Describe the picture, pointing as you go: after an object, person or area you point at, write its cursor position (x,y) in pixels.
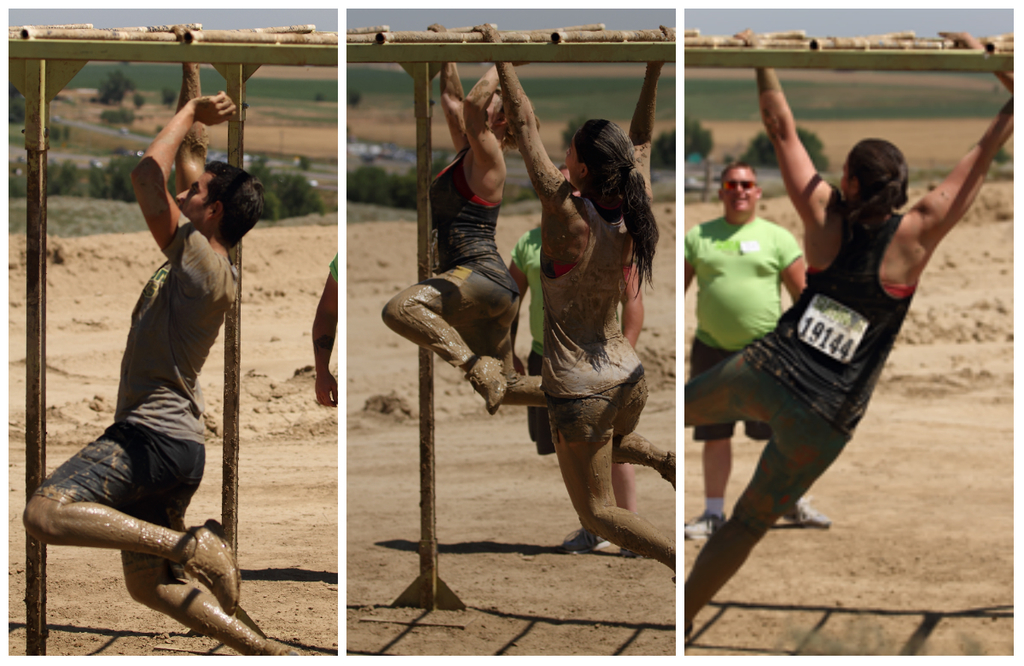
In this picture I can see the collage image. I can see people (597,406) hanging to the metal rod (401,34). I can see trees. I can see sand (454,512). I can see a person (706,272) standing on the surface (251,307).
